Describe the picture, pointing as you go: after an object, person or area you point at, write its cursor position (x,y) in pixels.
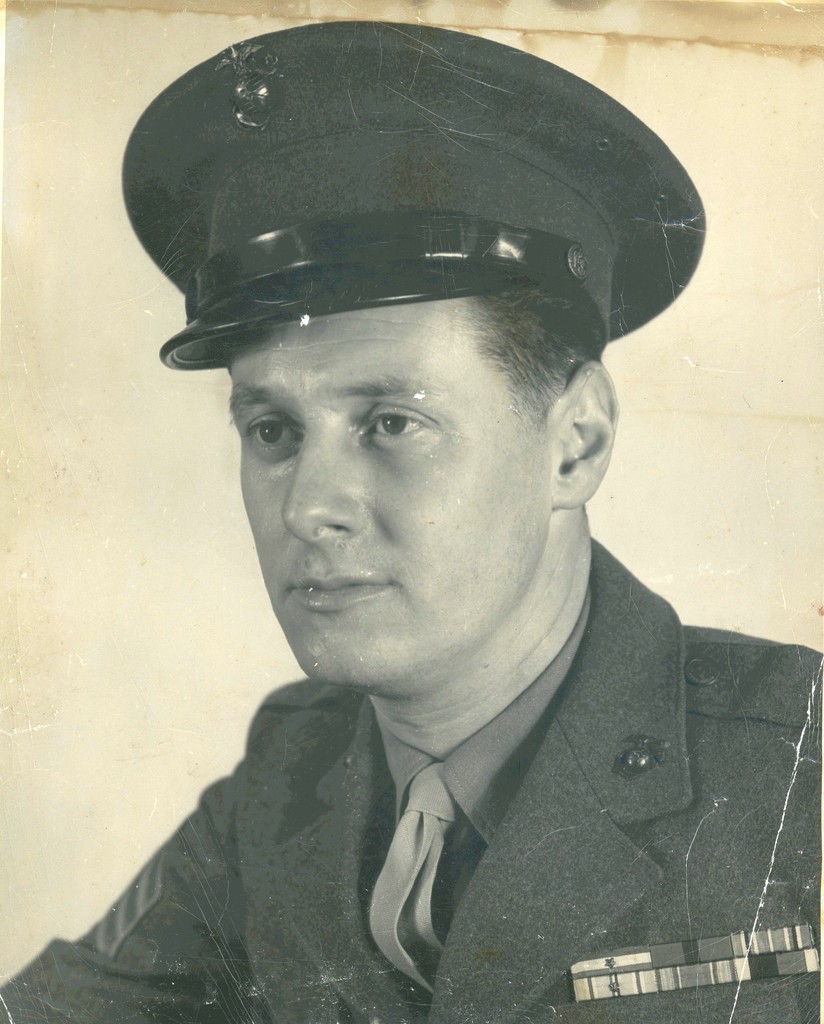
In this image, we can see a man (481,794) is wearing a cap (425,212) and seeing on left side (251,497). At the bottom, we can see a badge (674,983) on his coat (670,907). Background (721,492) there is a wall (714,482).
